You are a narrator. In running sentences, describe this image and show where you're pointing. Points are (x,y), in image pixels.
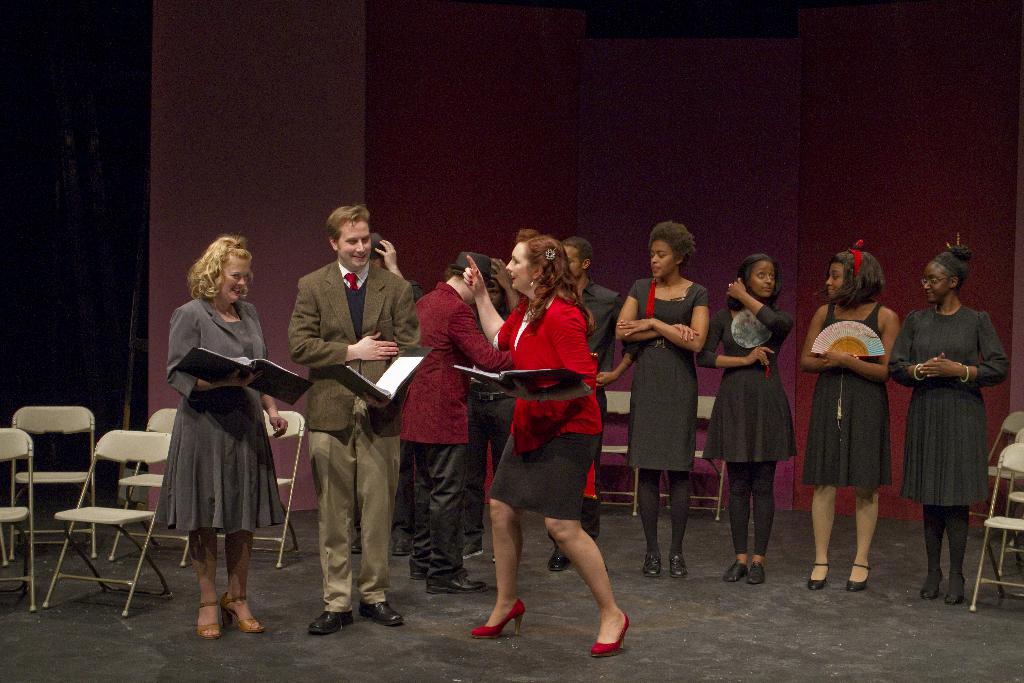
In this picture we can see two women (571,408) and a man (357,301) standing in the front (359,528), doing the drama and smiling. Behind we can see some girls (767,432) standing and wearing the black dress (752,432). On the left corner (111,517) there some white color chairs (137,451). In the background (159,275) there is red color curtain (305,190).
